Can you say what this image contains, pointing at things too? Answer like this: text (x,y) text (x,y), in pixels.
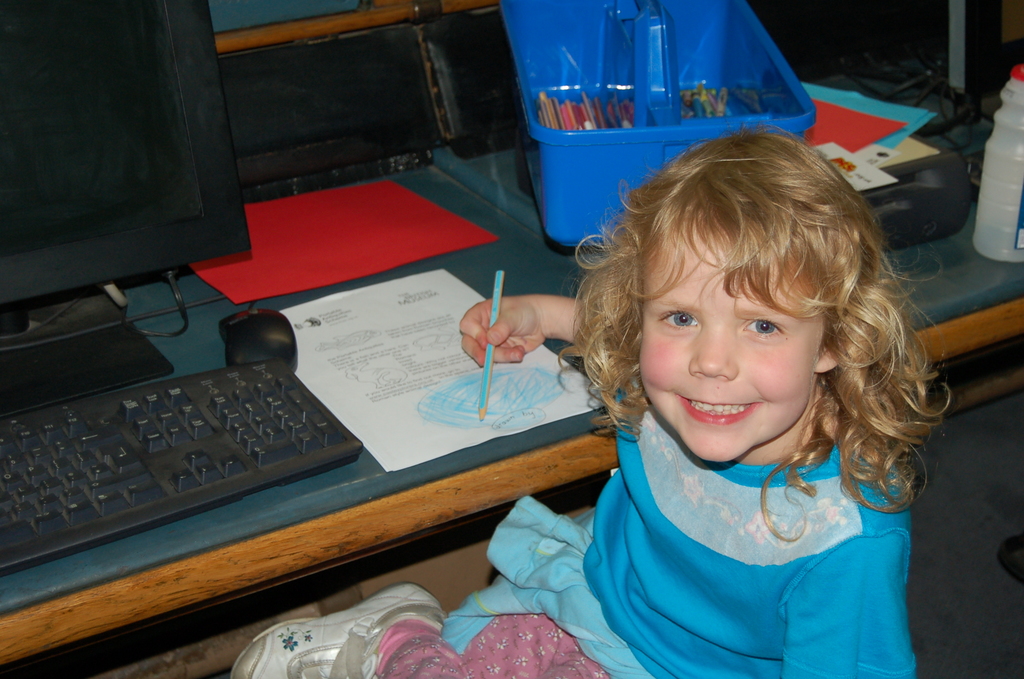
In this image I can see a girl (555,557) and I can see she is wearing blue dress (645,585), white shoe (390,615) and pink pant (519,668). I can also see smile on her face (703,423) and here I can see she is holding a pencil (501,273). I can also see a table (58,605) and on it I can see white colour paper (465,303), a blue box (673,110), a bottle (1009,249), few colourful papers (360,268), a monitor (43,352), a mouse (226,324) and a keyboard (169,406).
